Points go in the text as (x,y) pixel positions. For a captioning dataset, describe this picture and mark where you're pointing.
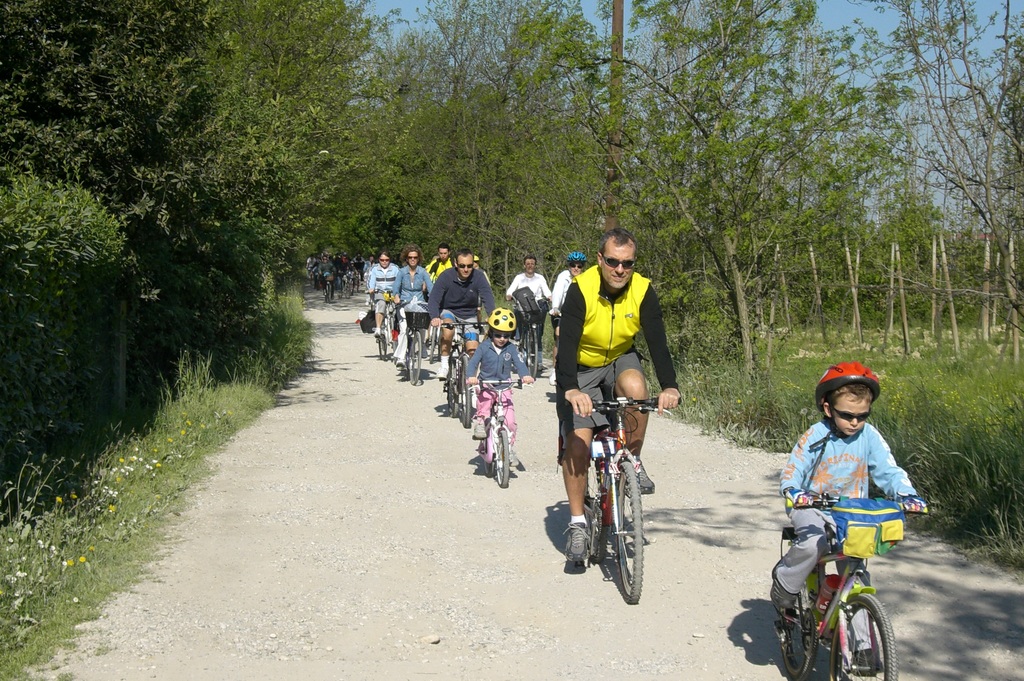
In this image there are so many people (568,455) riding bicycles (492,425) on the road (961,579) beside the road (405,443) there are so many trees (798,297).
